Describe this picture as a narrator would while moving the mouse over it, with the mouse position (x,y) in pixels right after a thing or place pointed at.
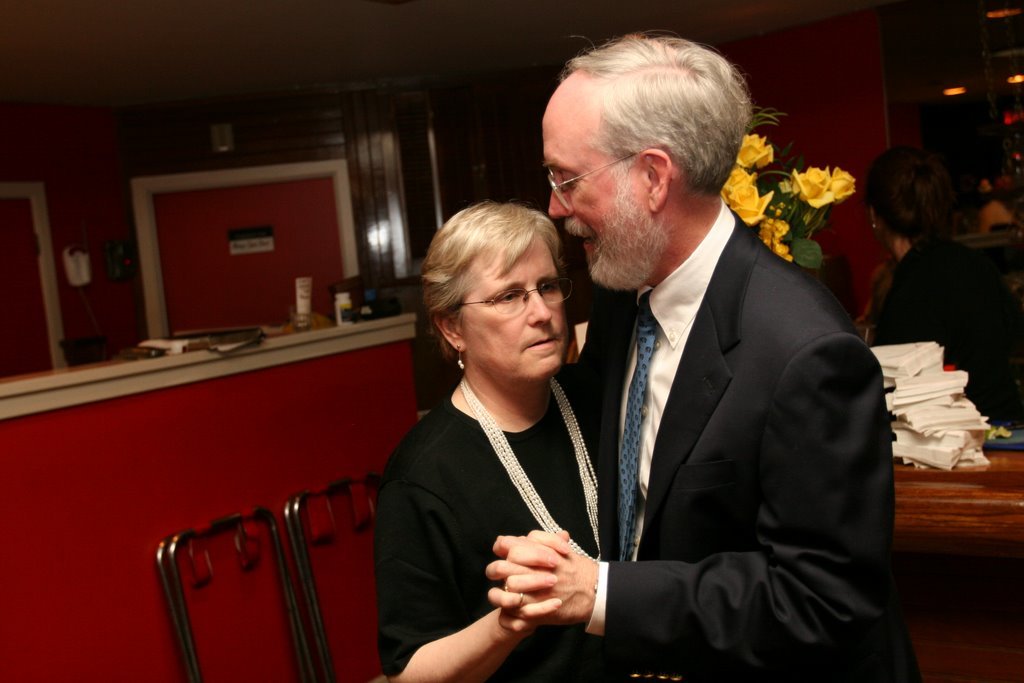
This image consists of two persons (436,576). One is man (646,612), another one is woman (598,547). There are flowers (746,156) behind them. There are tissues (894,393) on the right side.
